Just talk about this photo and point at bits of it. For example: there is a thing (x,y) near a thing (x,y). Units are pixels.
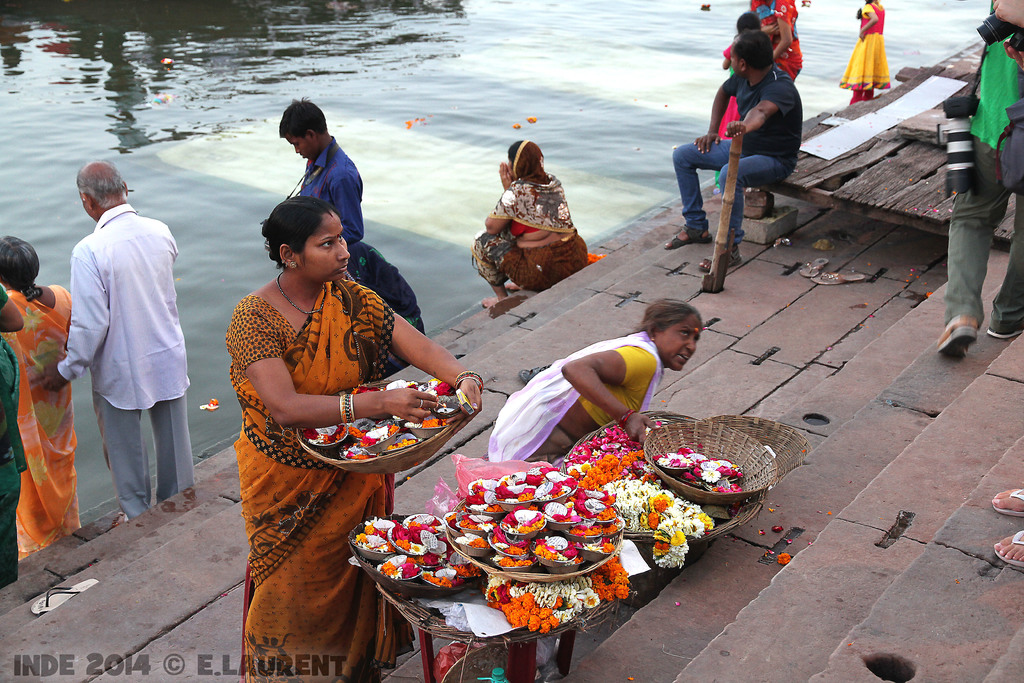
In this image there is a table (605,579) on that table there are baskets (765,468) in that baskets (734,432) there are flower (655,521) and a woman (371,412) is holding a basket (408,455) in that basket (362,466) there are flowers (384,429), in the background (153,310) there are people (145,296) standing and there is a river (504,92), in the top right (779,189) there is a table (809,124) on that table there is a man (775,146) sitting.
